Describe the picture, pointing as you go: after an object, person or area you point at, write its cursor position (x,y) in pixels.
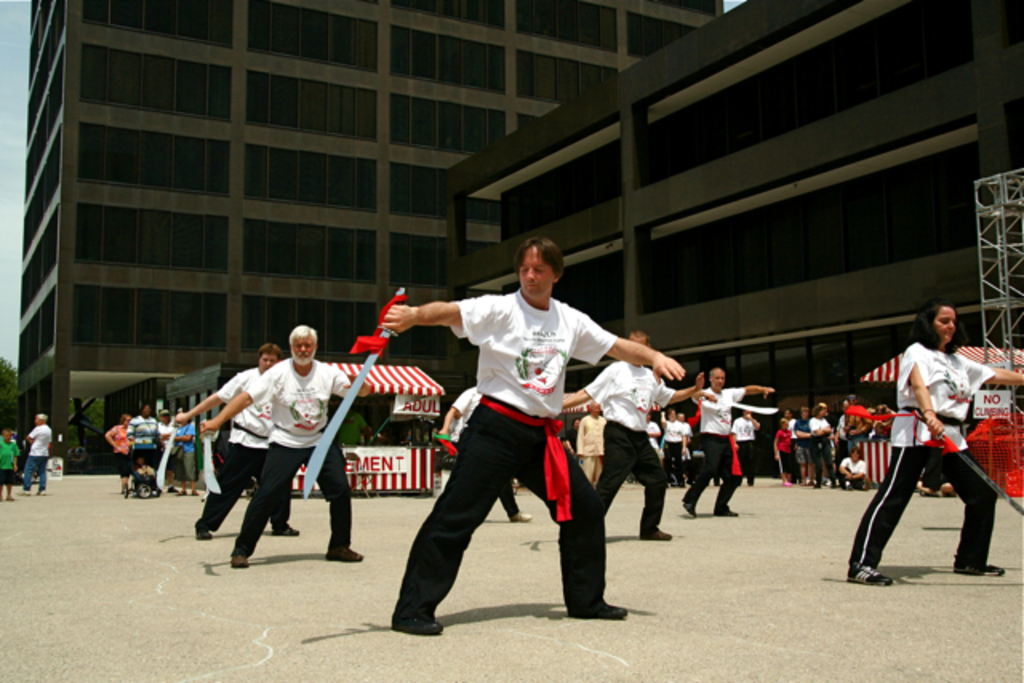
In this image there is a man (550,239) who is wearing white t-shirt (492,362), trouser (461,489) and shoe (407,622). He is holding the sword (343,404). Here we can see group of persons (727,392) wearing the same dress (924,379) and doing stunt with his sword (310,471). In the background (837,448) we can see group of person (850,469) standing near to the table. On the top (902,127) there is a building (368,195). Here we can see sky (21,136) and trees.
